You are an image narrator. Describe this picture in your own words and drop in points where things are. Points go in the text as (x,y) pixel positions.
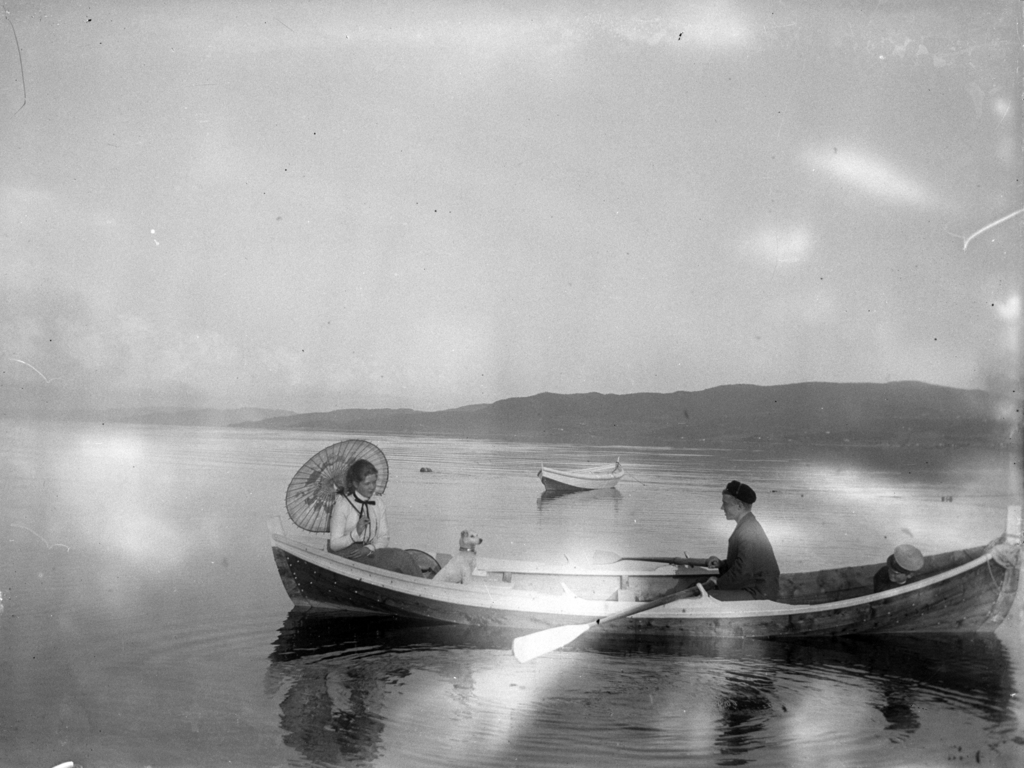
In this picture we can see boats (680,616) on the water (226,698) and on a boat (358,570) we can see three people (759,544), dog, paddle (702,564), umbrella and in the background (153,404) we can see mountains (564,401) and the sky (363,192).
